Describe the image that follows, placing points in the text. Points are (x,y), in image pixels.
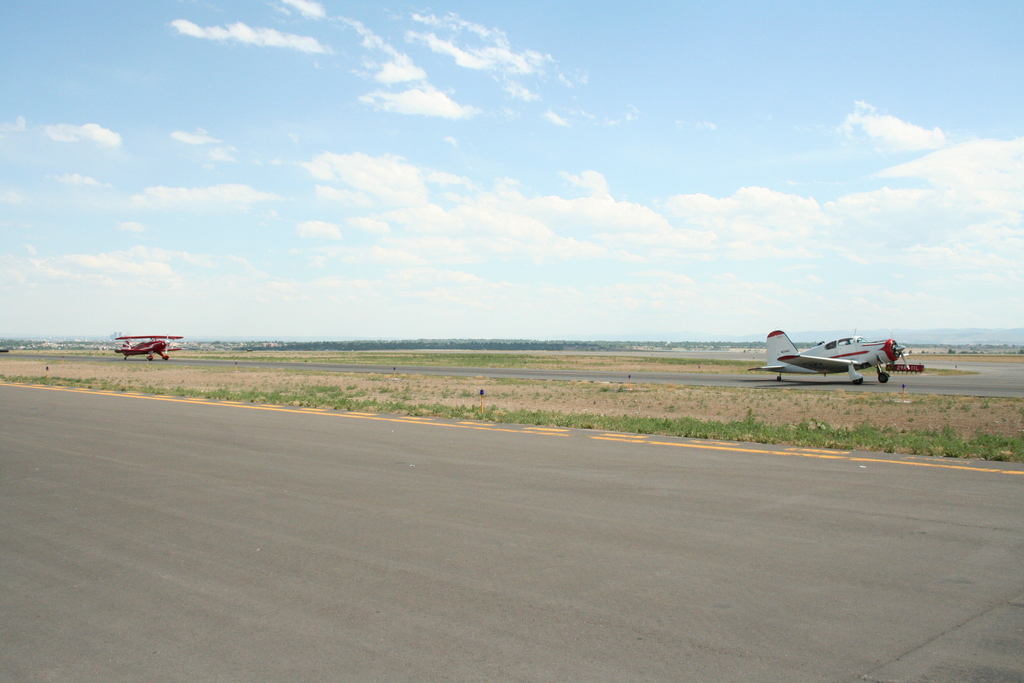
On the right side (776,349), we see an airplane (785,365) in white color is on the runway (763,382). On the left side (151,348), we see an airplane (142,353) in red color is on the runway (119,358). Beside that, we see grass (188,382). At the bottom of the picture (387,560), we see the road (625,621). There are trees (544,348) in the background (530,342). At the top of the picture (523,97), we see the sky (540,232) and the clouds (515,211).
